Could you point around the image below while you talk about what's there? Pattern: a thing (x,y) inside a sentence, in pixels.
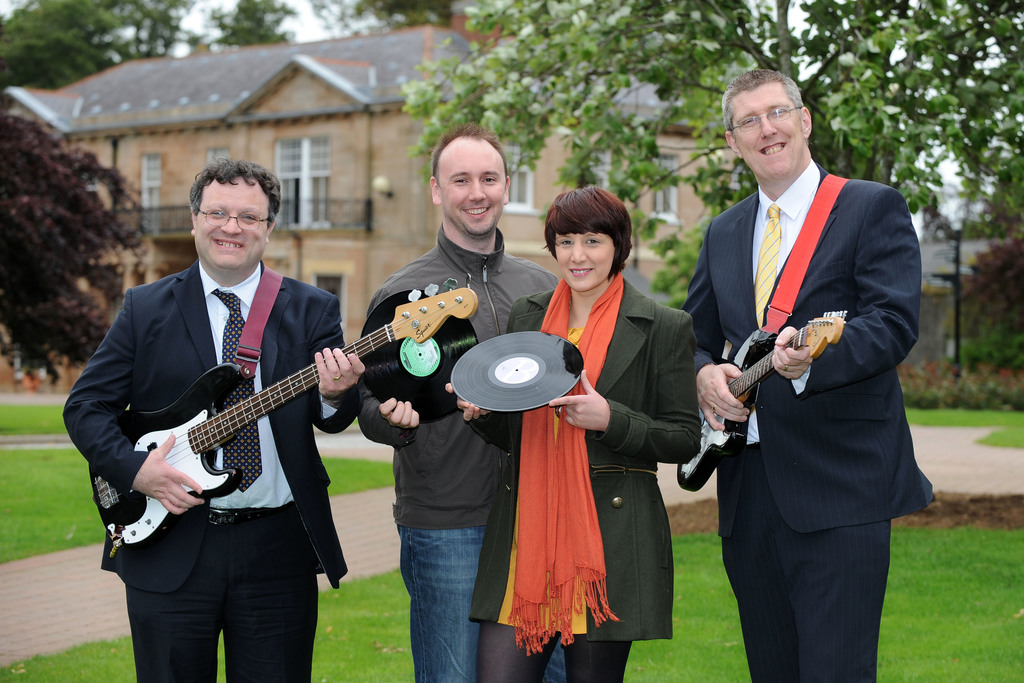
There are four person (781,253) standing. On the left corner (236,308) one person (226,301) is holding a guitar (223,432). Next to him one person (469,254) is smiling and he is holding a disc (425,371). And another lady (614,254) wearing a orange shawl (558,499) holding a disc (555,356). And right corner (826,259) one person (815,394) is holding a guitar (756,383) and wearing spectacles (773,113). In the background (830,45) there is a tree (656,46), house (364,89) and a grass lawn (41,429) is there.
